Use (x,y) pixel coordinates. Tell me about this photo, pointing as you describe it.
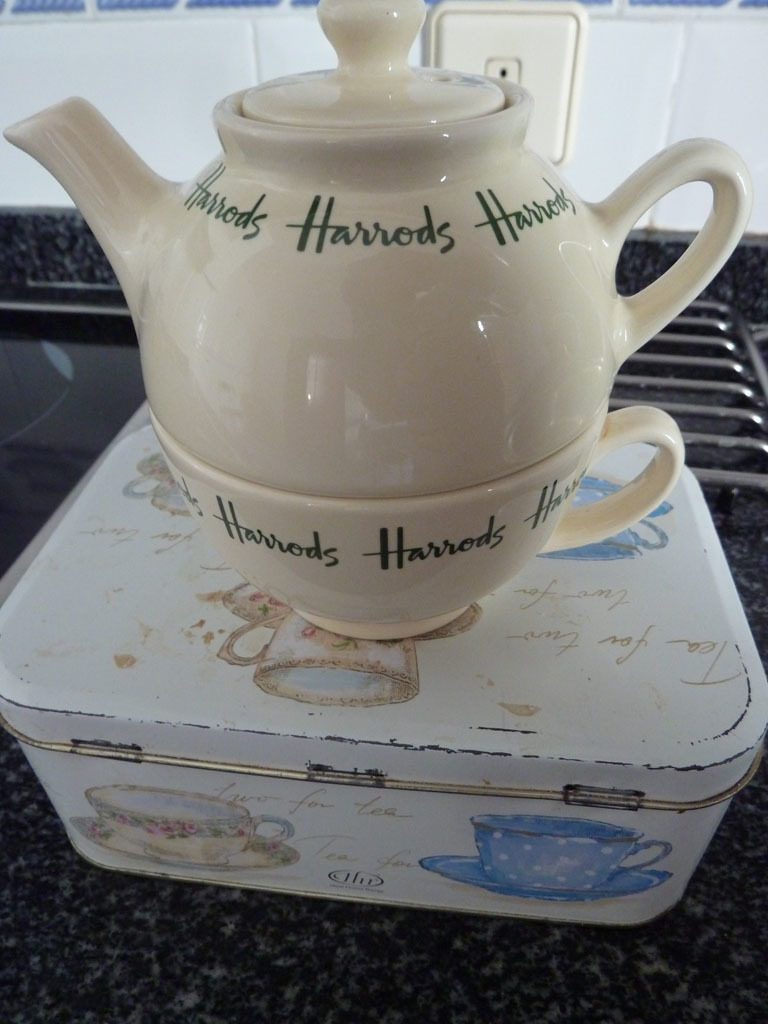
In this picture we can see a teapot (491,293) and a cup (334,560), at the bottom (439,761) there is a box (428,824), in the background (681,72) we can see tiles (682,60), on the right side (710,386) there are grilles (714,363).
